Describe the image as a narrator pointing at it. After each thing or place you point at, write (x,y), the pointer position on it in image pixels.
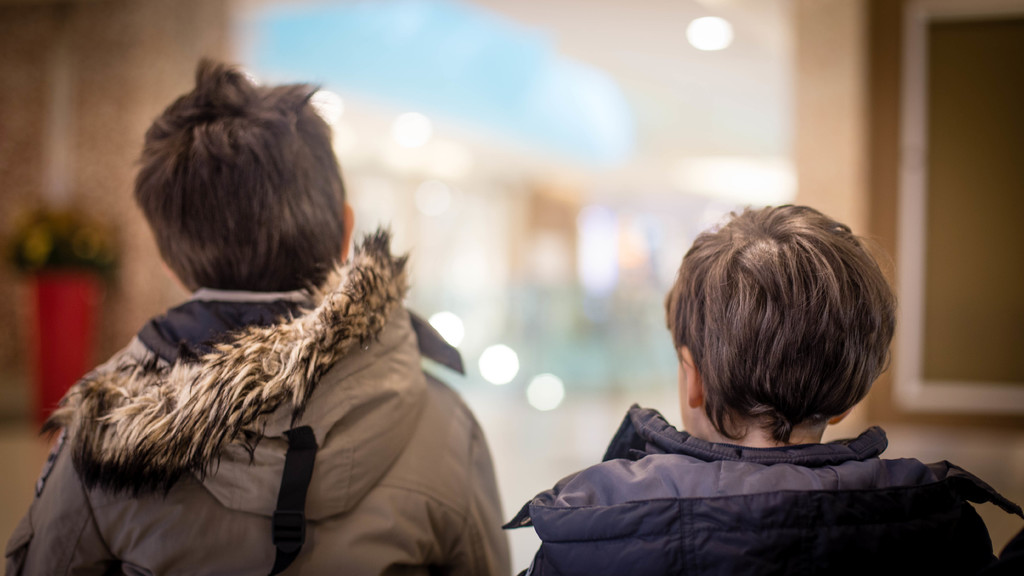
In this image I can see the kids (470,436). At the top (700,41) I can see the lights (715,34).
